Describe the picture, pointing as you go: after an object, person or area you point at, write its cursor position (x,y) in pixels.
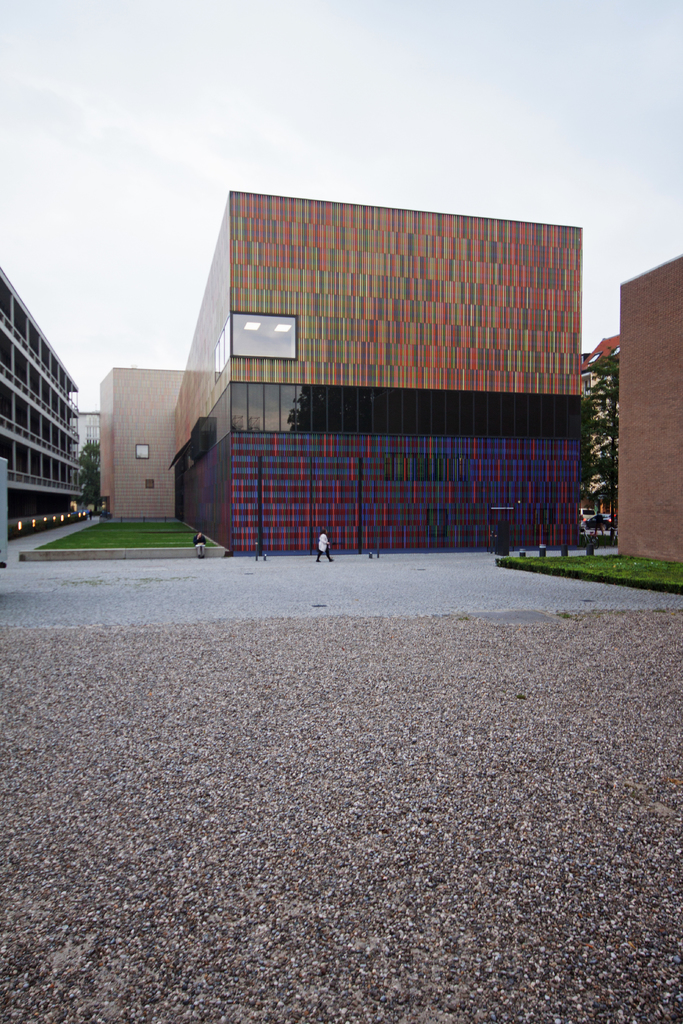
In this image there is a building (275,448) in the middle (258,484). Beside the building (256,484) there is a person (324,534) walking on the floor (287,605). At the top (176,151) there is sky (142,202). On the left side (40,398) there is a building (27,407). At the bottom (301,821) there is floor (303,808). On the right side (598,429) there is tree (605,424) between both the buildings (564,307). Beside the building (642,338) there is a garden (123,534).
